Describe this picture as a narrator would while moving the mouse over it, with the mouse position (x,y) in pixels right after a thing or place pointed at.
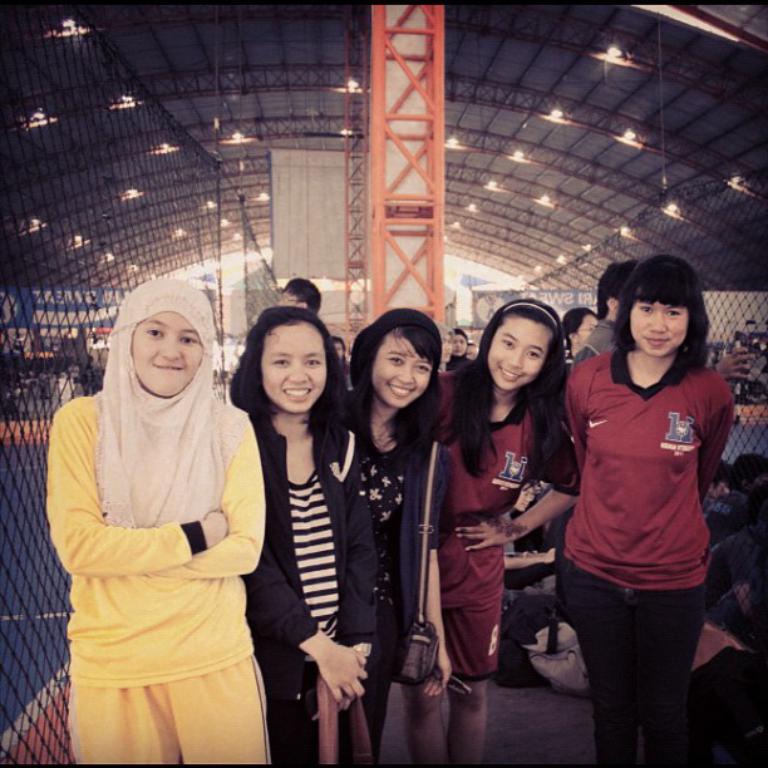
In the image a group of women (330,467) were posing for the photo, on the left side (64,209) there is a mesh (202,237) and there is a big roof (525,54) above them.
